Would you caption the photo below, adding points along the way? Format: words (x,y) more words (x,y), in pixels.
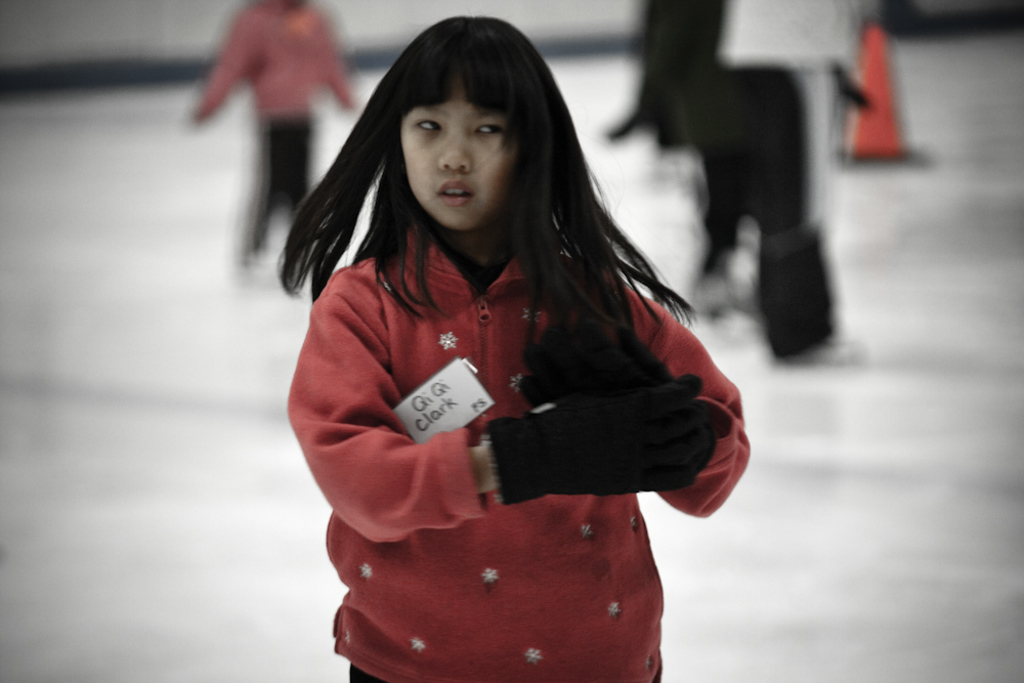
In this image we can see a girl (440,304). She is wearing red jacket (583,612) and black gloves (605,412). We can see people (716,208) are standing on the white color surface (150,394) in the background (908,392).
